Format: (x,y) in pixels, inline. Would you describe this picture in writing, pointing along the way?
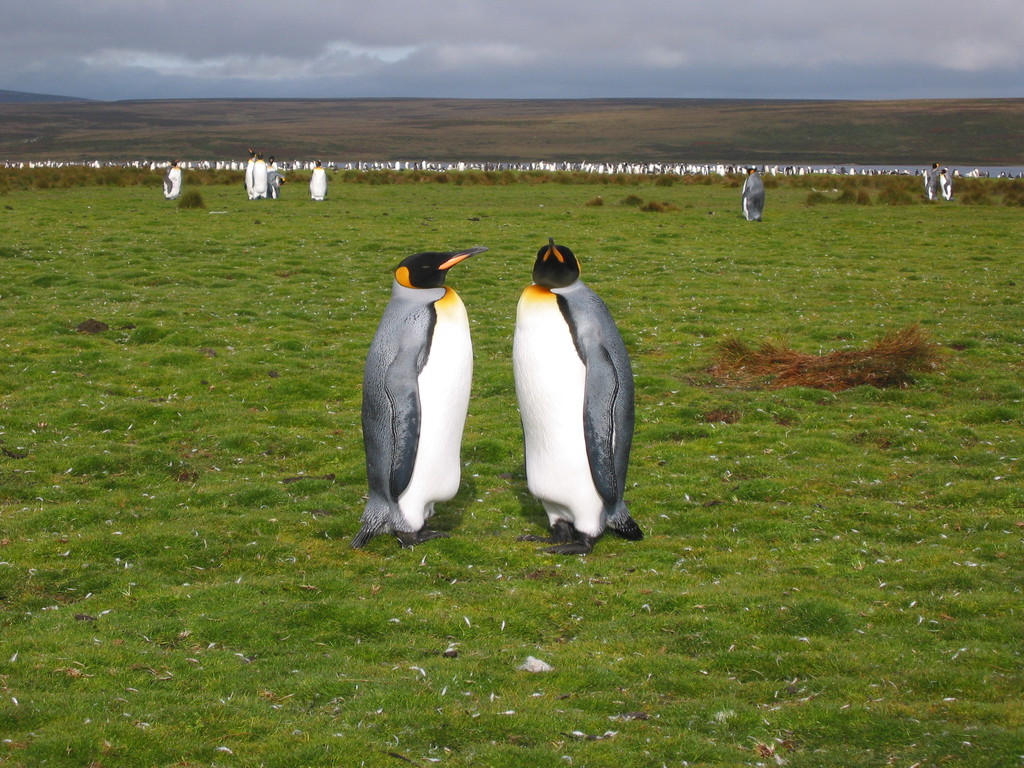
Here in the front (519,376) we can see couple of penguins (526,336) present on the ground (519,478), which is fully covered with grass (756,357) over there and behind them also we can see a number of penguins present on the ground (673,186) here and there and we can see clouds (341,79) in the sky (454,67).
